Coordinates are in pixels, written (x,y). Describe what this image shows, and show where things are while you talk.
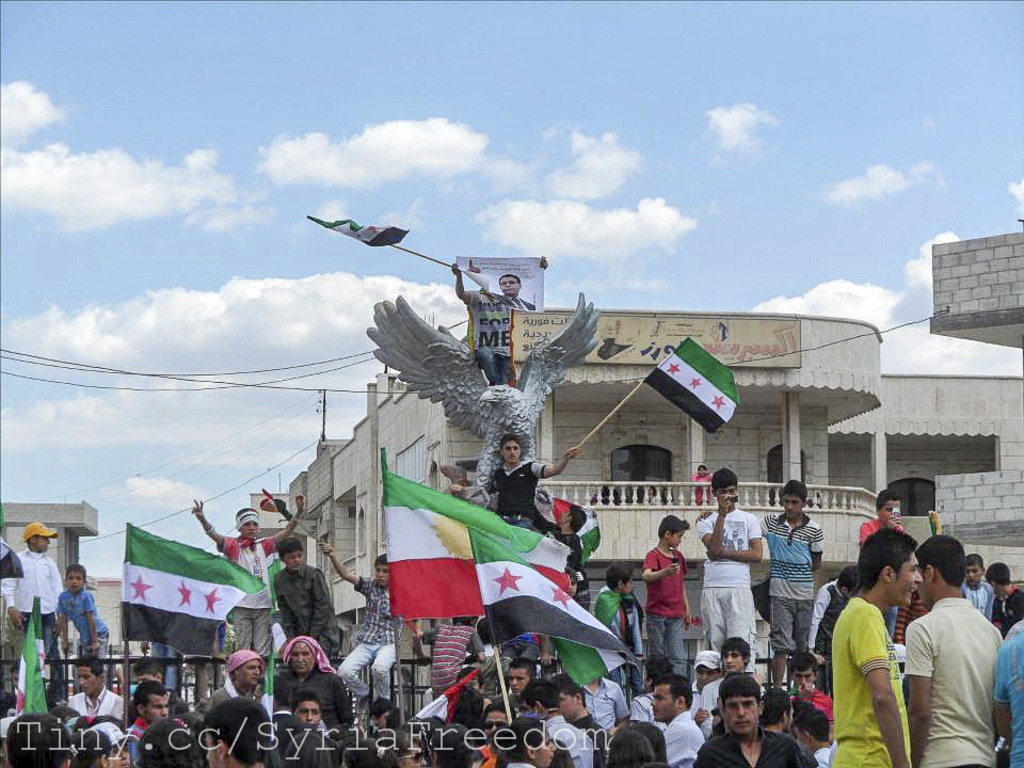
In this picture I can see a group of people (745,624) are standing and holding the flags (577,658). In the middle (530,261) there is a statue (504,428) and a banner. In the background (471,443) I can see the buildings (580,463) and a board (544,320). At the top (624,154) there is the sky (626,171).
